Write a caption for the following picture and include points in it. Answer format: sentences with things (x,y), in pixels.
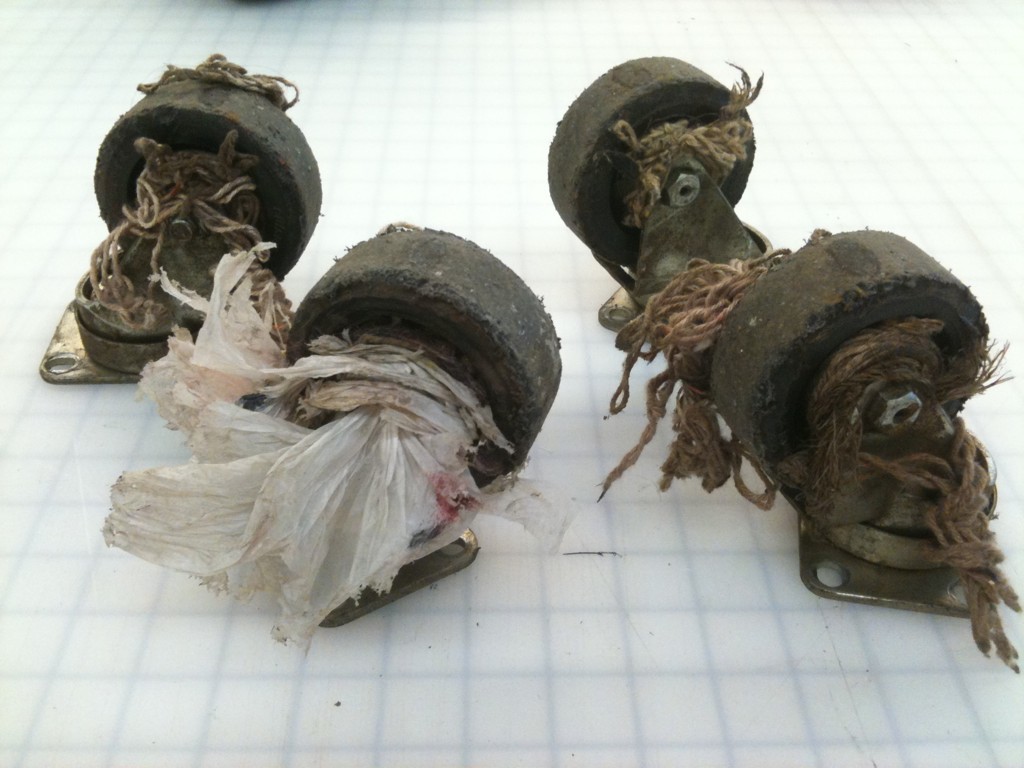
In this image we can see some objects (271,423) placed on the surface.
